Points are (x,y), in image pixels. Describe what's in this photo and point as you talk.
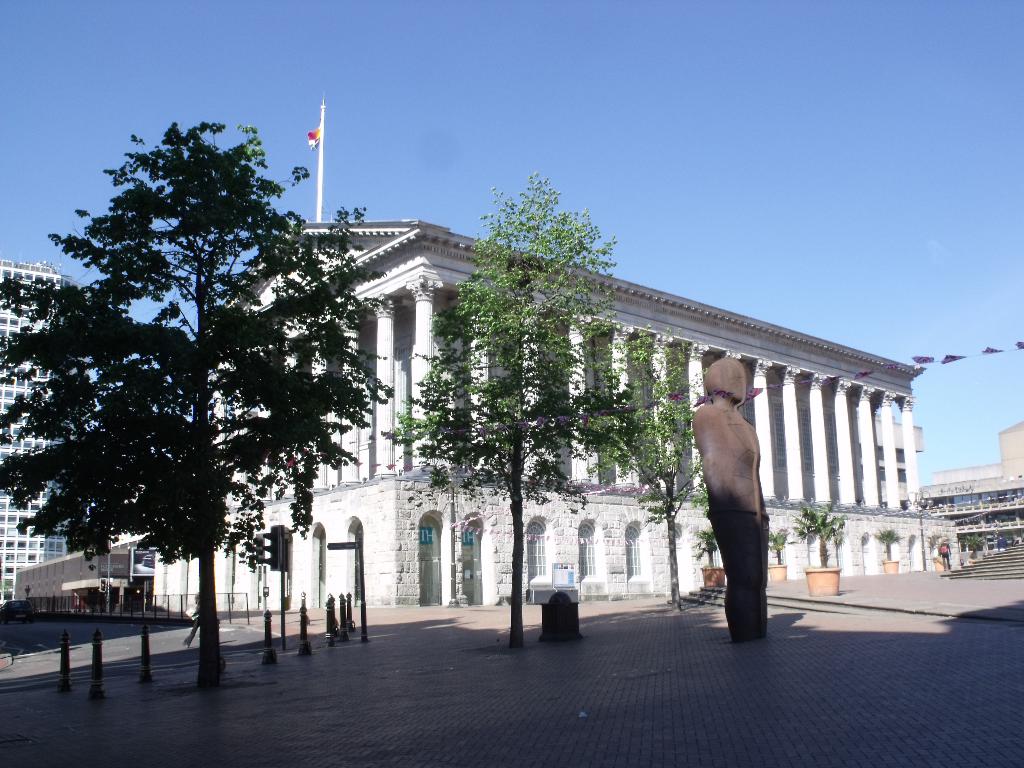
In this image we can see buildings (317,502), barrier poles (305,619), trash bins (563,605), houseplants (824,560), staircase (966,572), statue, traffic pole (284,575), traffic signals (282,533), flag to the flag post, trees (21,469) and sky (868,251) in the background (785,289).
